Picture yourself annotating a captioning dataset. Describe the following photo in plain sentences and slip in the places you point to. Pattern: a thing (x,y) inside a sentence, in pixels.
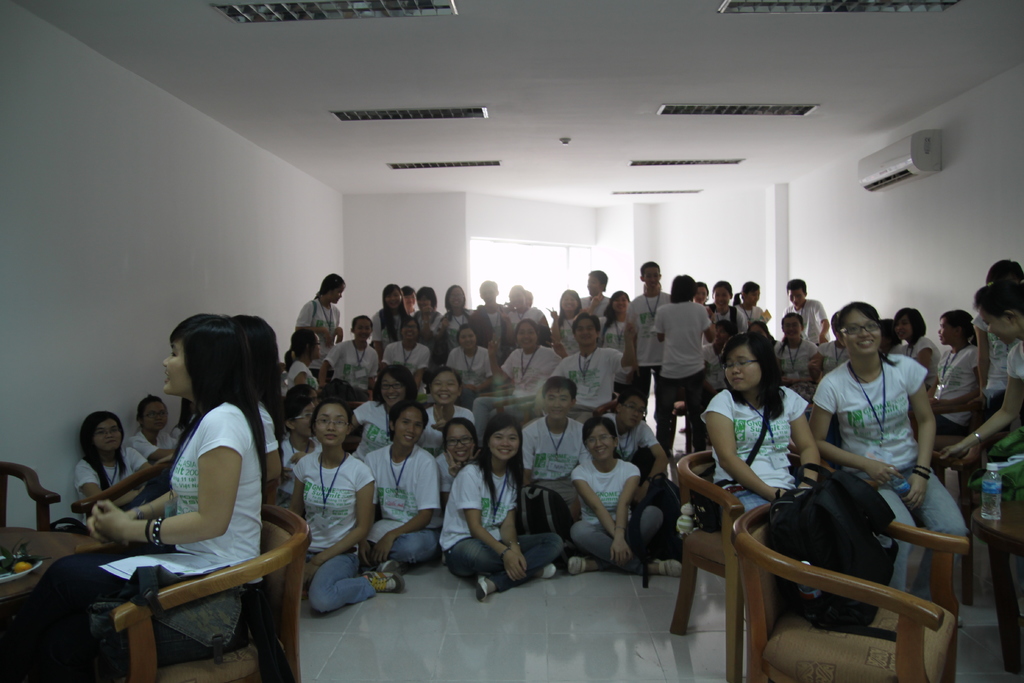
A group of people (544,570) inside a room (947,153). Air conditioner (889,169) is attached to a wall (962,150). Few are standing, few are sitting on a floor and few are sitting on a chair (192,582). On this girl lap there is a paper (169,565). In-front of this person (1014,395) there is a table (1014,526), on a table (1006,564) there is a bottle (989,486). On this chair (749,600) there is a bag (842,525). This is window (535,261).
